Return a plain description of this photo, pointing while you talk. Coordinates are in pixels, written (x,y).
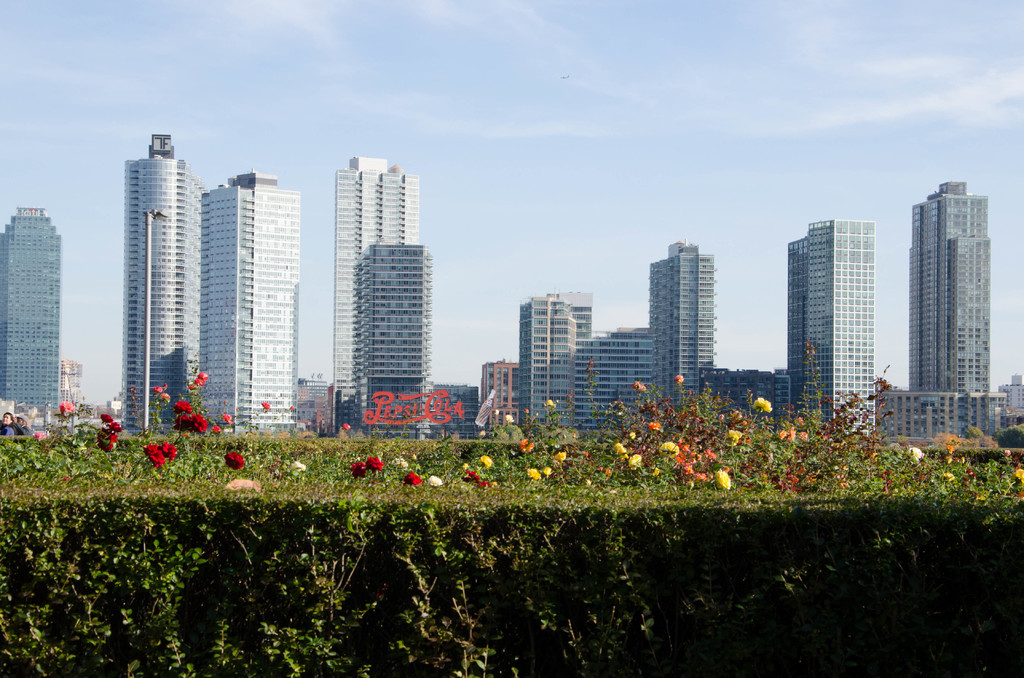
In this image I see the plants (385,514) and I see flowers (110,442) which are colorful. In the background (496,381) I see number of buildings (431,300) and I see the clear sky (147,25).
